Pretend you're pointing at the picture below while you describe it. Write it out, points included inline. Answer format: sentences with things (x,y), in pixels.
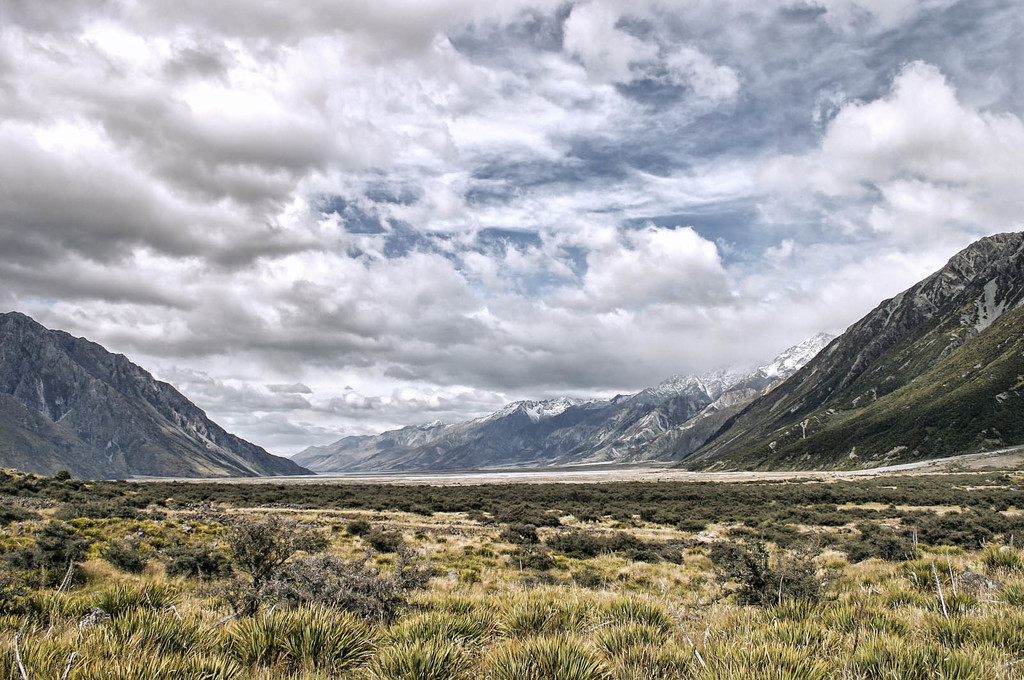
At the bottom of the image (302,633) there is grass (526,585), plants (339,523). In the background of the image (207,422) there are mountains (626,404). At the top of the image (526,199) there is sky (532,142) and clouds (284,140).
